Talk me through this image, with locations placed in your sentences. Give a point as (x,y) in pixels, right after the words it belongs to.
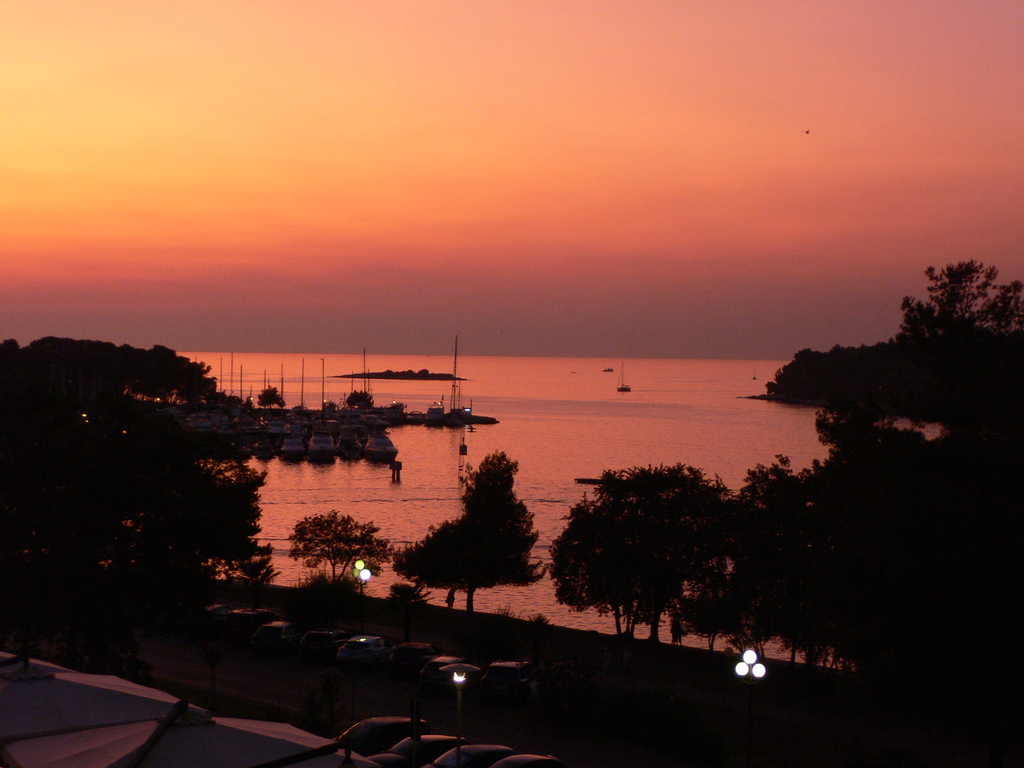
At the bottom of the image (556,746), we can see trees (502,558), cars (420,645) on the road (361,709), shelters (282,725) and poles (418,712). The boats (366,443) are on the surface of water (516,428). At the top of the image (461,61), there is the sky (247,132), which is in orange-yellow color.
